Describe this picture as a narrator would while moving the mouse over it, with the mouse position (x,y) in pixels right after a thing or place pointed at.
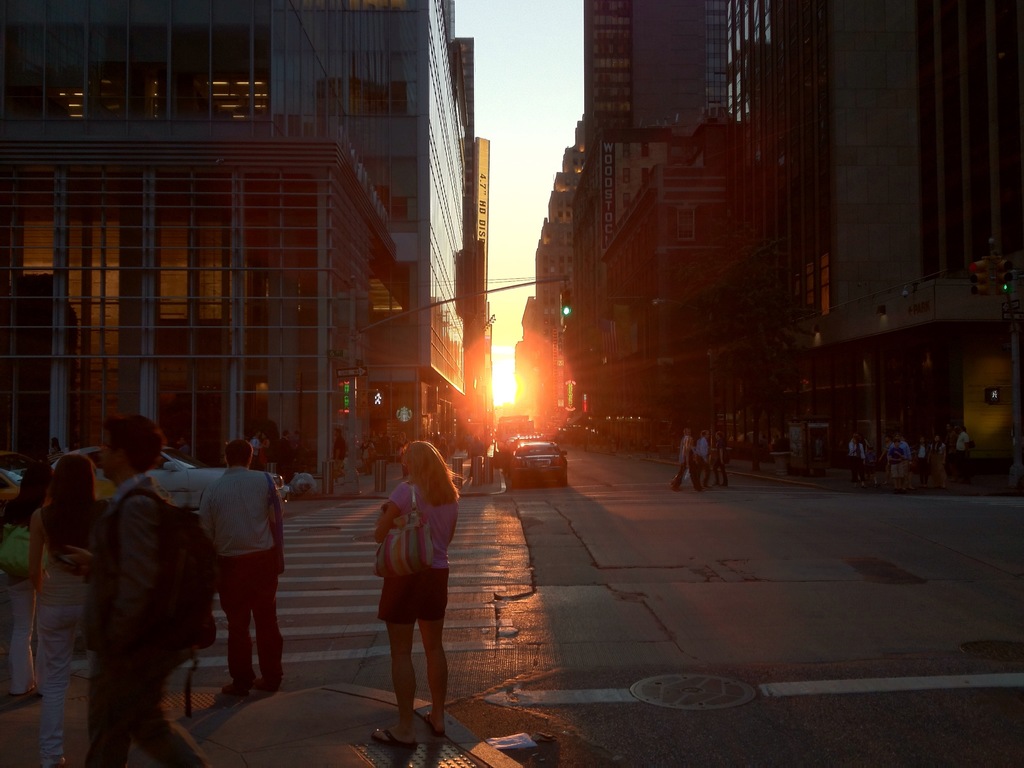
In this image, on the left side (114,440), we can see a group of people (62,679). On the right side (702,442), we can also see a group of people (863,455). In the background (404,425), we can see some vehicles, buildings (1005,339), sun (512,395). At the top (535,27), we can see a sky (542,34).
